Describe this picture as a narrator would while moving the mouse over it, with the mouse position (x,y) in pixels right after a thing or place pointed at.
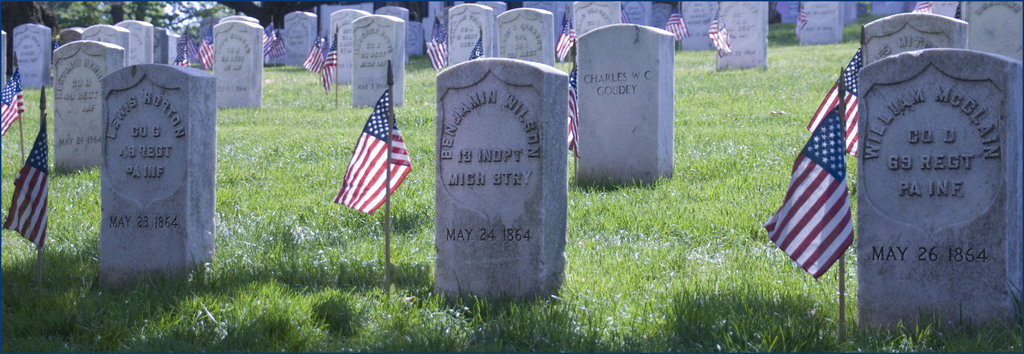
As we can see in the image there are graveyards (239,86), flags (12,92), grass (312,151) and in the background (195,12) there are trees (182,23).
